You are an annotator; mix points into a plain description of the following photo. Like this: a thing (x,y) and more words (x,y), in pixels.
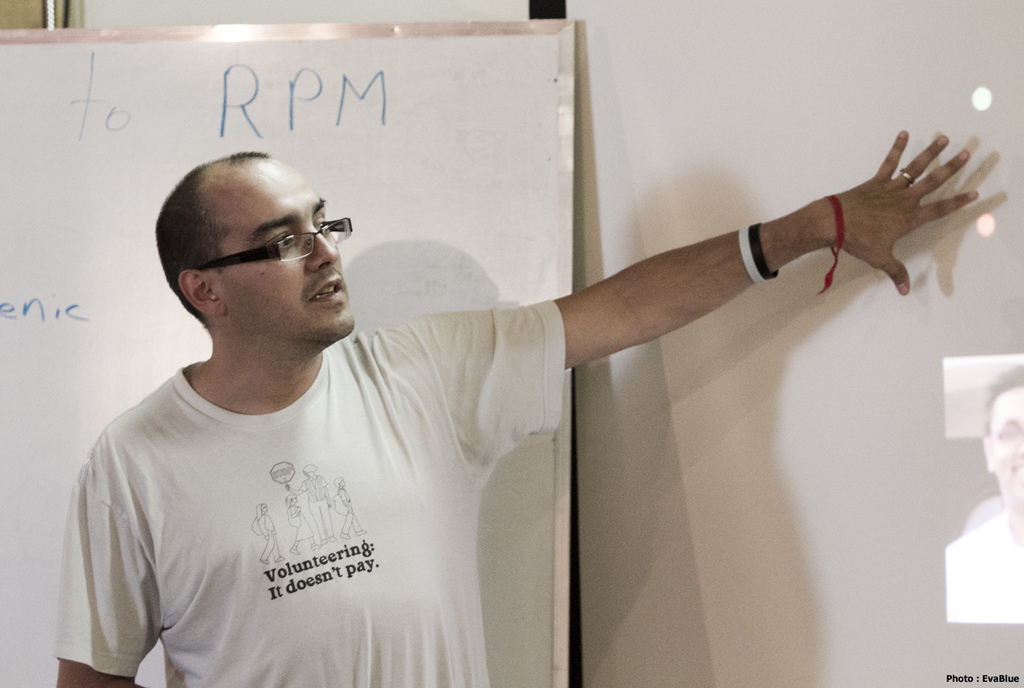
In this image there is a man (333,498) wearing white t-shirt (498,319). This is a screen (981,457) on it there is a picture (988,566) of a person (997,468). This is a whiteboard (60,159).
